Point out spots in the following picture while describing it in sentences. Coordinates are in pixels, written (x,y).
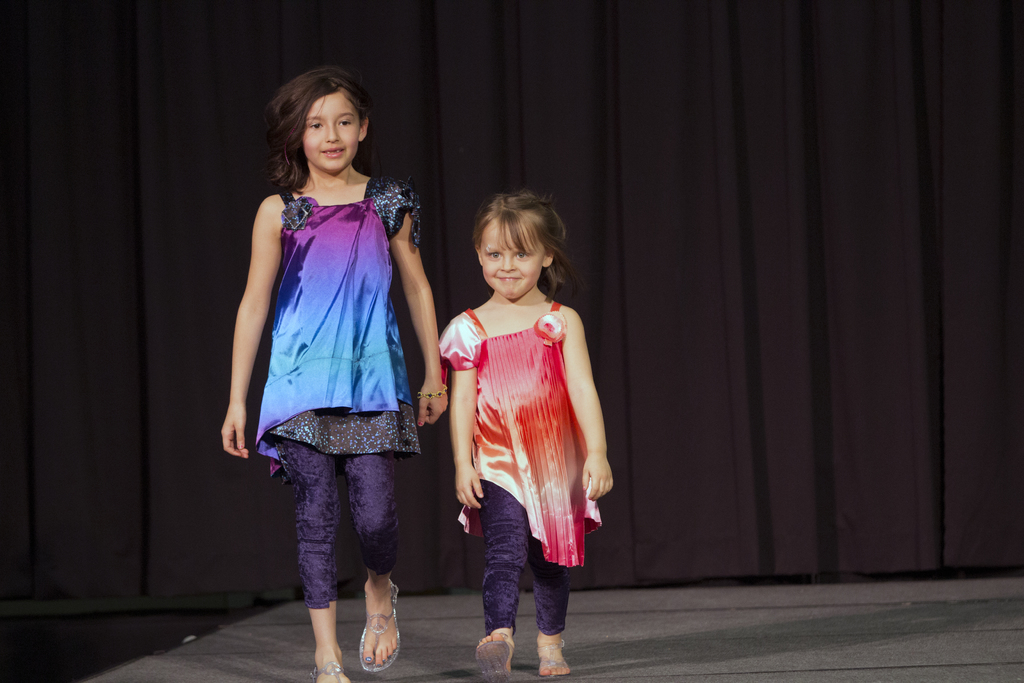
This picture seems to be clicked inside the hall (349,610). On the left (323,270) we can see the two girls (335,220) wearing dresses (573,472) and walking on the floor (877,629). In the background (869,399) we can see the black color curtains (856,291).
